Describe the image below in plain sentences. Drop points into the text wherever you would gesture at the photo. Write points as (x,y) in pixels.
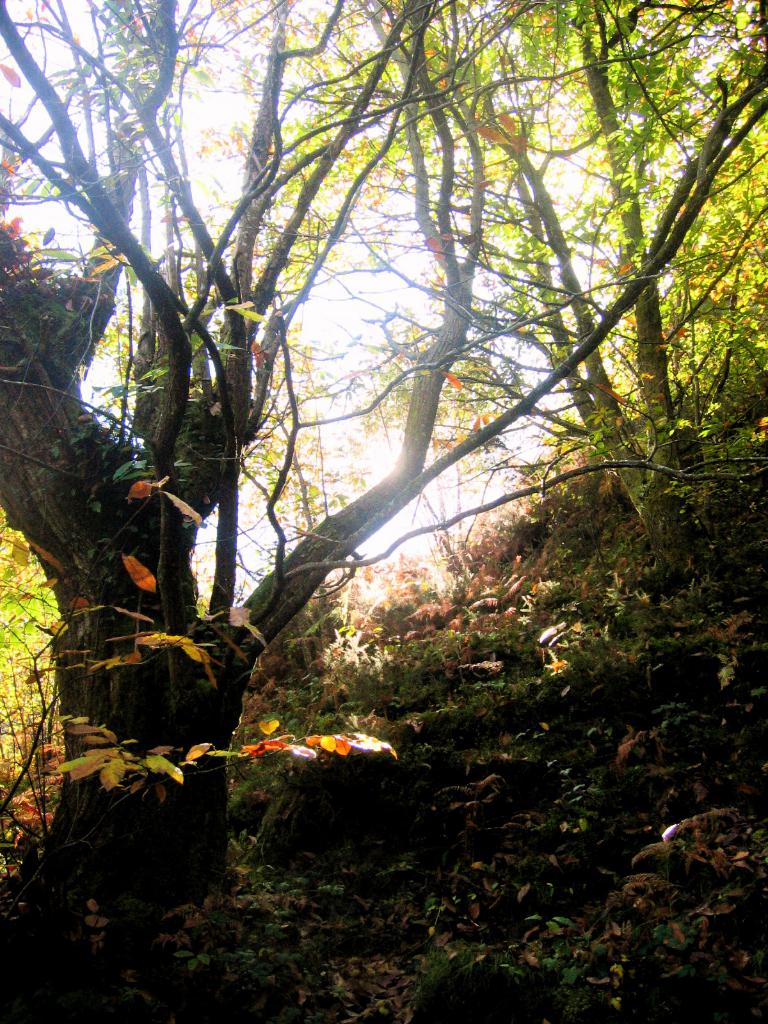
This picture is clicked outside. On the left (192,628) we can see the tree (82,743) and we can see the plants (731,360). In the background (388,344) there is a sky (352,256).
